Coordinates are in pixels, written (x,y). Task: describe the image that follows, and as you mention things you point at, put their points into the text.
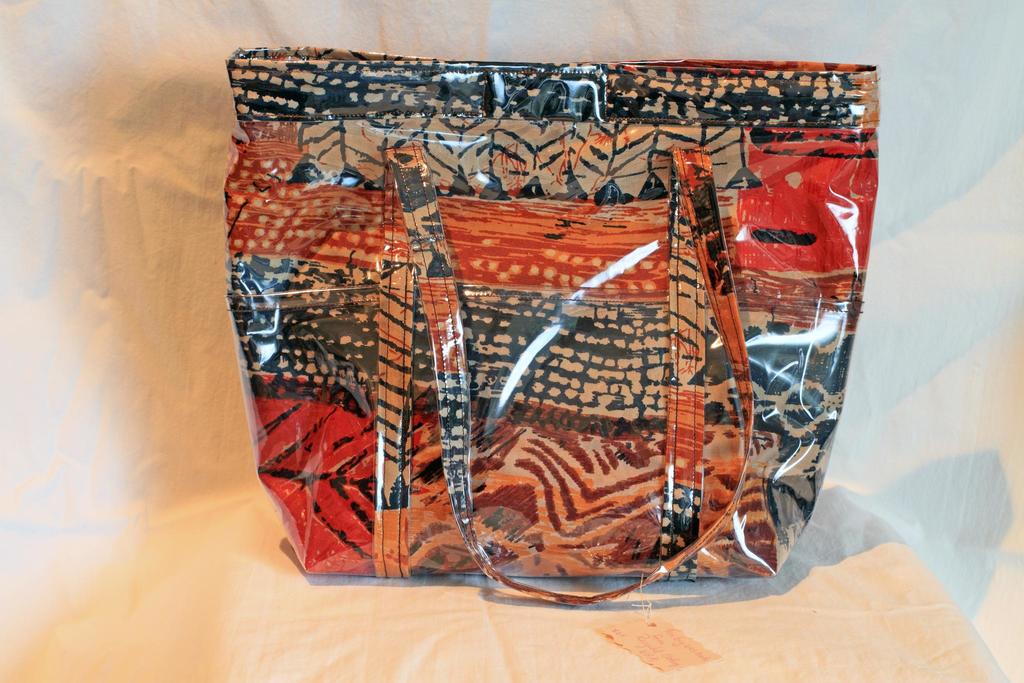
In this picture contains the bag (297,298) and the bag (539,265) has red, black and brown color.
